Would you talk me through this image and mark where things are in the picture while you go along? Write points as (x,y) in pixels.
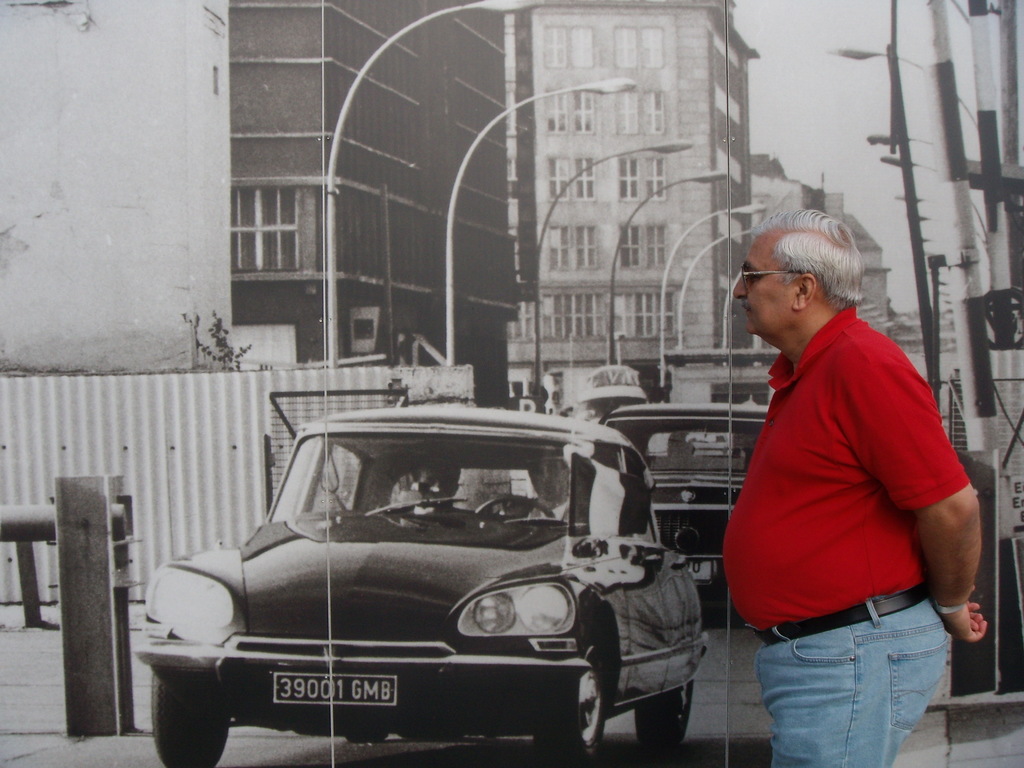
There is a man (914,487) on the right (850,410) looking at the poster (422,405). On the poster (509,318) we can see buildings (697,100), street lights (331,210) and vehicles (264,538).
